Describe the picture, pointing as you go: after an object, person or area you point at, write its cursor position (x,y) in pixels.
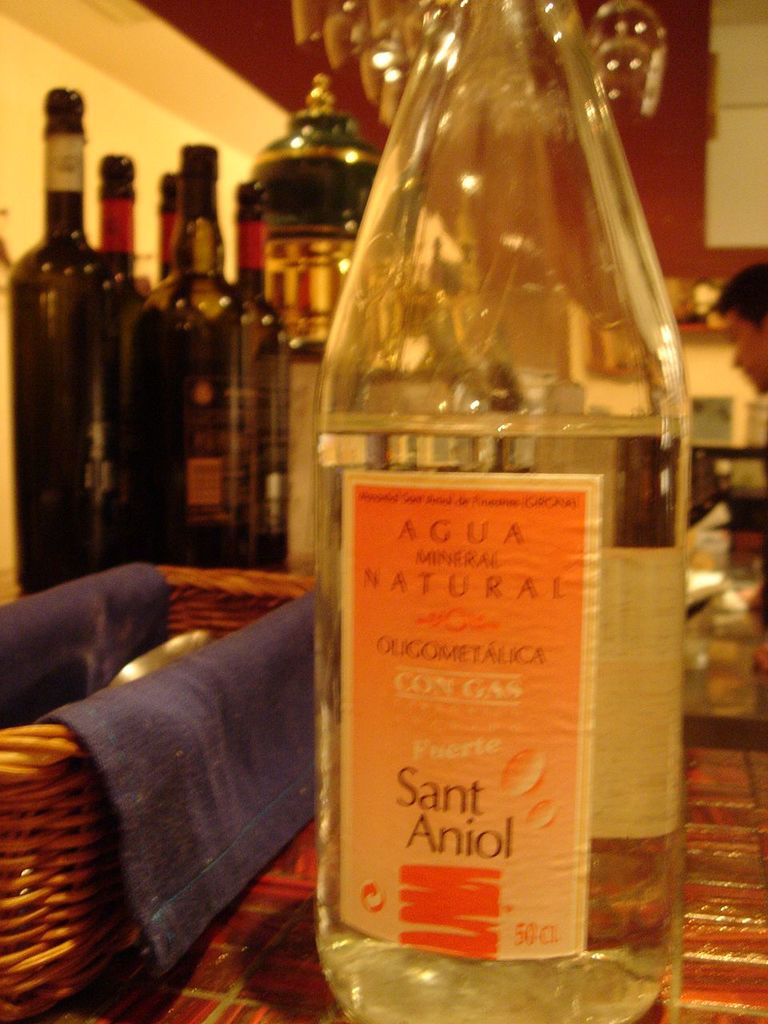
A picture with some bottles (447,364) and one bottle (534,445) is of transparent and the other bottles (60,140) are in different color and also there is a spoon stand (251,582) which has a blue cloth (151,617) in it.
